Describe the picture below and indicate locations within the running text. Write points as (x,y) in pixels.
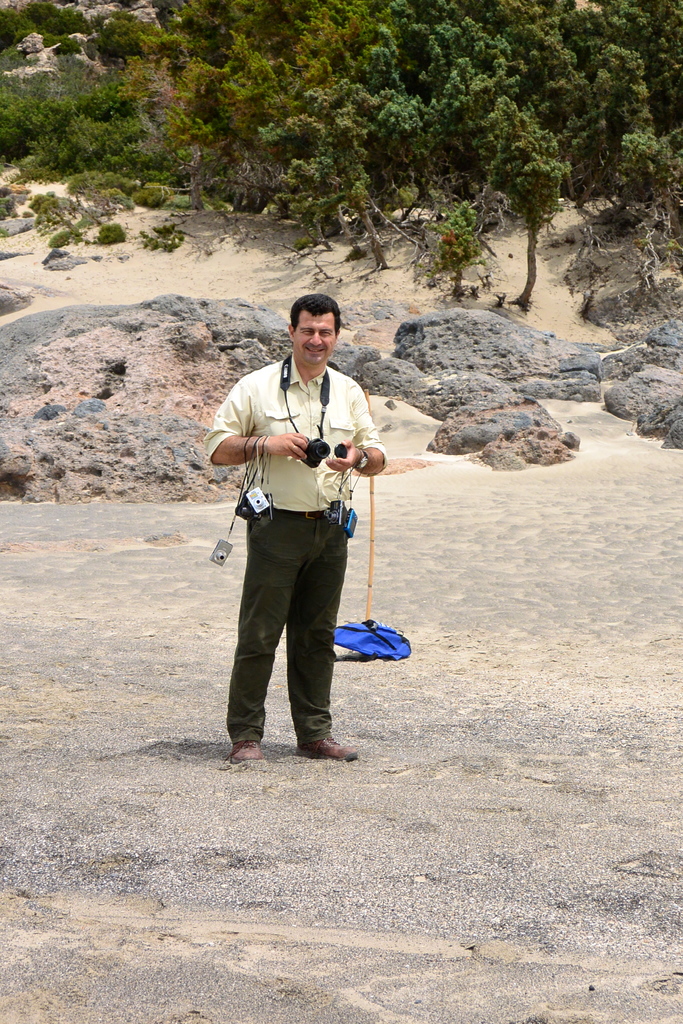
In the center of the image (304,518), we can see a person (323,534) standing and wearing a camera (312,464) and holding some objects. In the background (287,107), there are trees (393,219), rocks (80,339) and there is a cloth (379,643) on the ground (379,725).
